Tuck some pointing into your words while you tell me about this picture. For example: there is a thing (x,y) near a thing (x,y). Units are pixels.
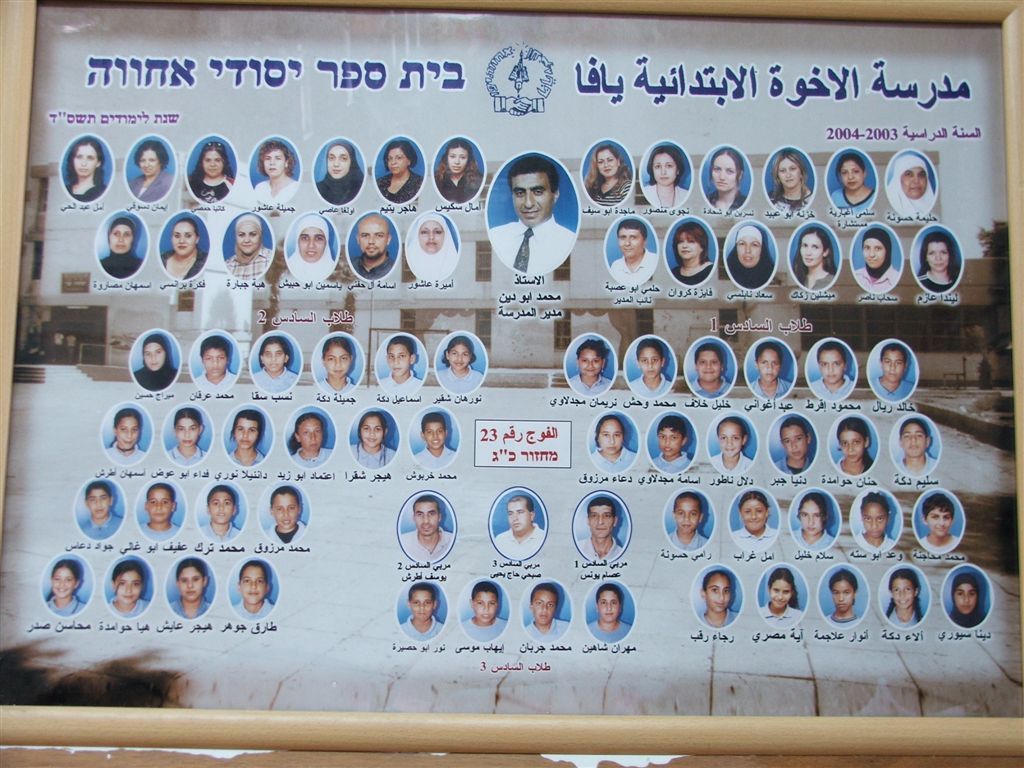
In the image there is a poster (917,710). On the poster (763,225) there are many images (219,339) of the people (682,232) and something written on it. And at the top middle of the poster (492,92) there is a logo (536,87).
